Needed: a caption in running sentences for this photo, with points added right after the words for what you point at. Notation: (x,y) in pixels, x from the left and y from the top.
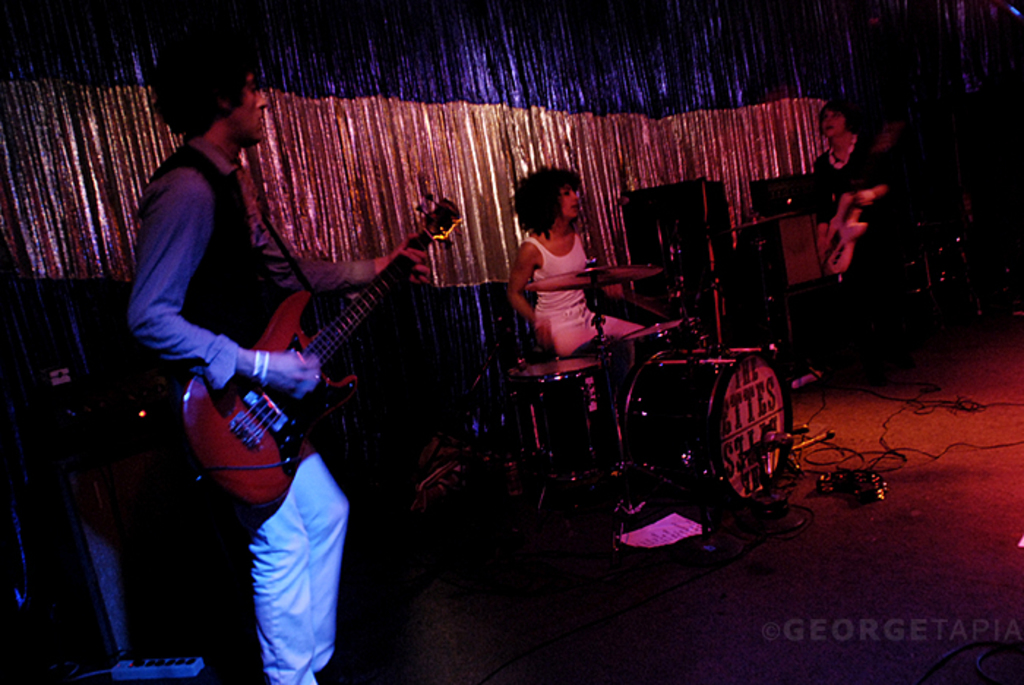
This picture shows a Man (212,291) Standing and playing guitar (247,438) and we see a woman (520,288) seated and playing drums (542,427) and we see a woman (875,349) holding a guitar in her hand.
